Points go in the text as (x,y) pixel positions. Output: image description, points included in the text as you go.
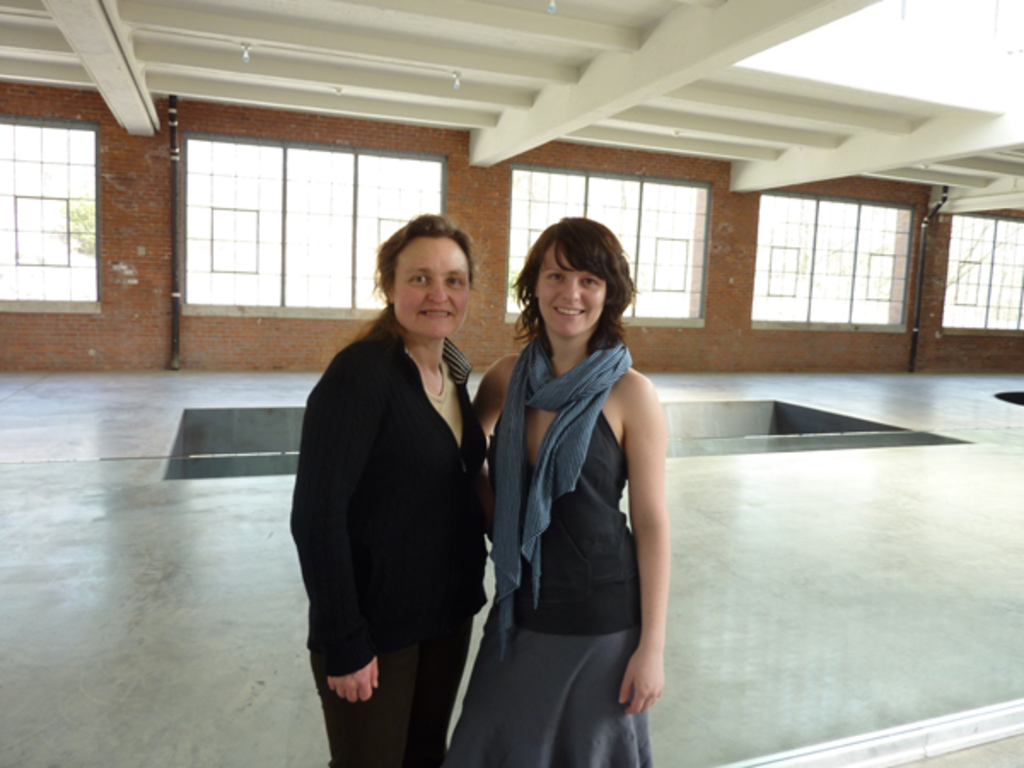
This picture is taken inside the room (687,537). In this image, in the middle (406,445), we can see two women (527,441) are standing on the floor (461,716). In the background (298,240), we can see glass window (401,216). At the top (765,11), we can see a roof (760,8), at the bottom (784,688), we can see a floor (862,690).
